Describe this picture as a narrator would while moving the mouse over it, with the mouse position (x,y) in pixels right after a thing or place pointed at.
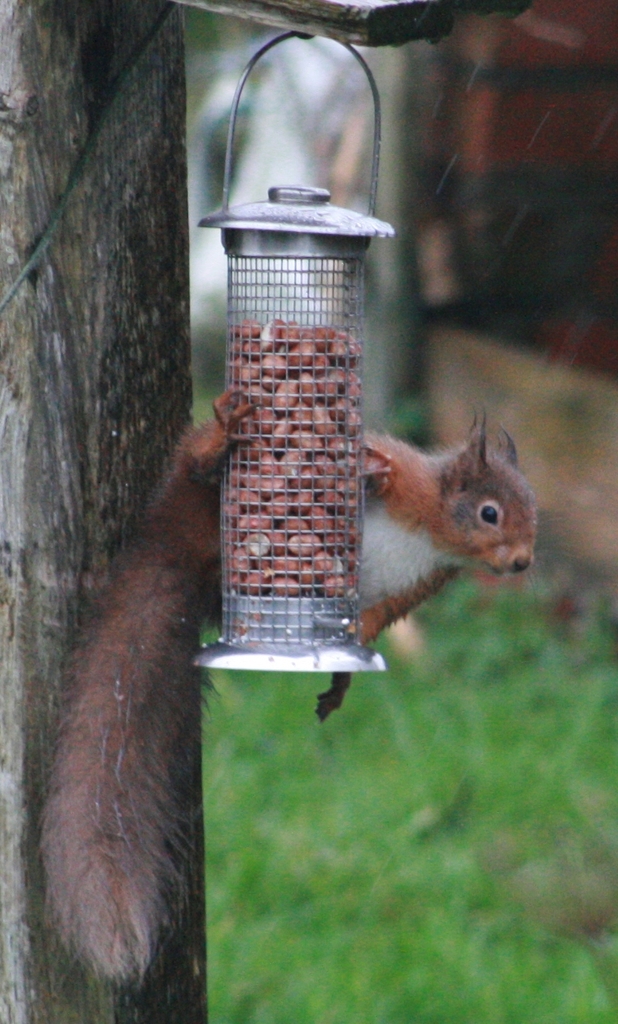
In the foreground of the picture (94,395) there are nuts (262,539), squirrel (395,544), box (267,272) and trunk (90,172) of a tree (80,125). The background (421,175) is blurred. In the background (428,813) there are building (464,171) and grass (400,881).
